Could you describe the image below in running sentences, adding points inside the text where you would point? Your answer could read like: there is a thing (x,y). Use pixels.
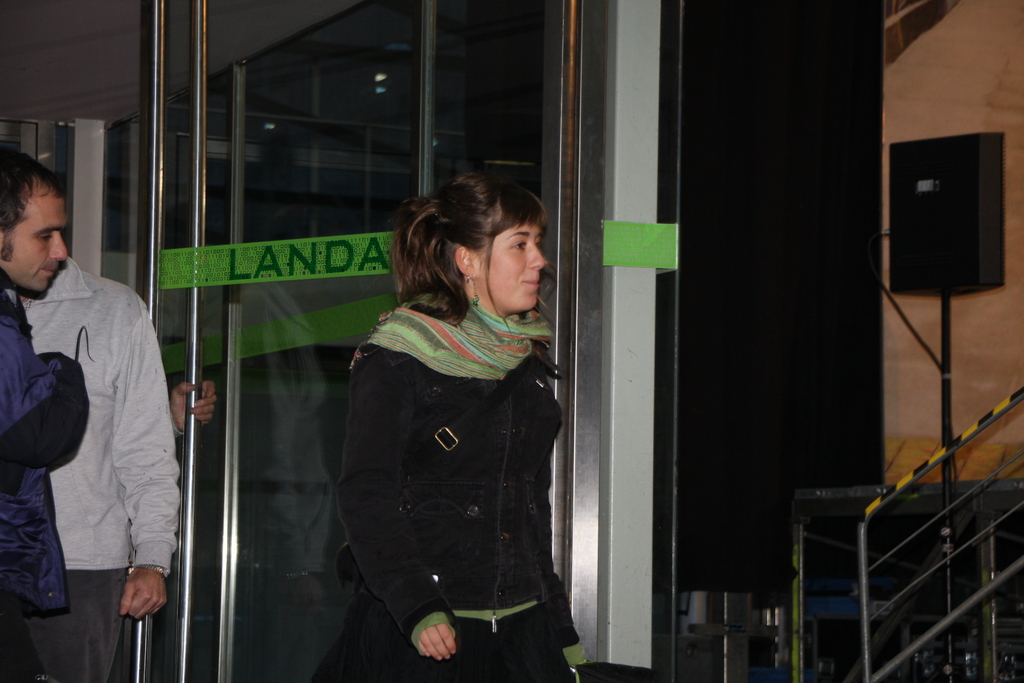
In this image we can see one glass door (353,220), one green sticker (210,268) with text (319,267) attached to the glass door (185,352), one person hand (200,403) holding a glass door handle (193,417), two men (16,511) on the left side of the image (79,546), one barrier (952,449), one speaker (958,269) with wire (940,370) attached to the pole (951,466), we can see the reflection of lights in the glass door (391,87), the background (361,113) is dark, some objects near the wall (1016,446) on the right side of the image (936,612), one woman (549,659) walking wearing a bag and holding an object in the middle of the image (460,436).
